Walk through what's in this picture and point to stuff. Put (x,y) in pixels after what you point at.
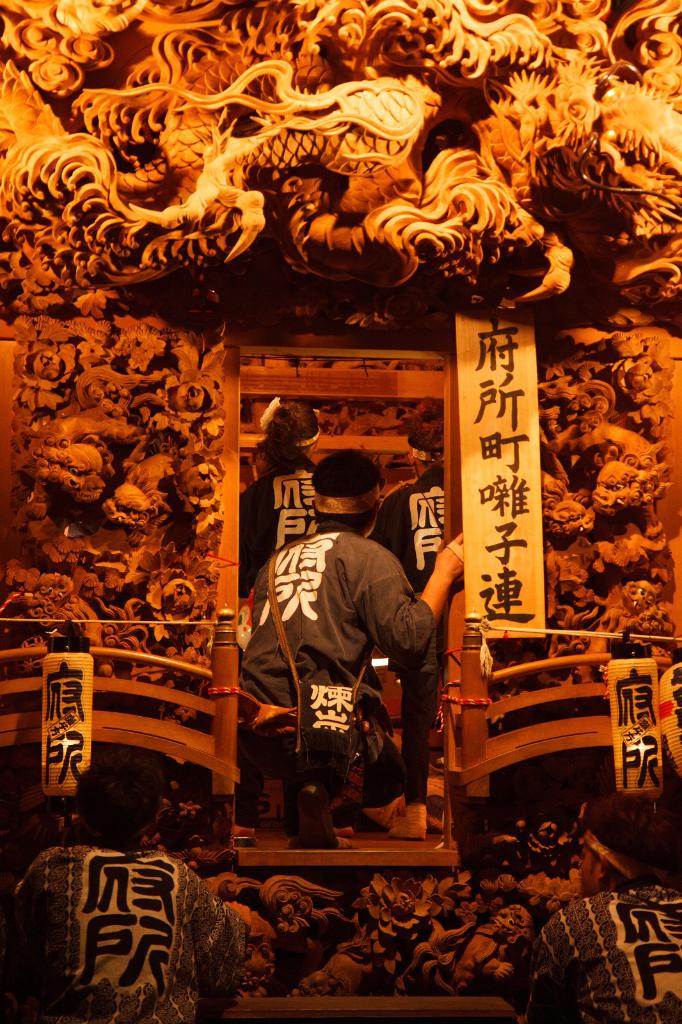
In this image there is a person (337,589) bent on his knees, in front of him there are two other people (422,527) in a cave like structure (331,383), in front of the image there are two other people (75,905).
